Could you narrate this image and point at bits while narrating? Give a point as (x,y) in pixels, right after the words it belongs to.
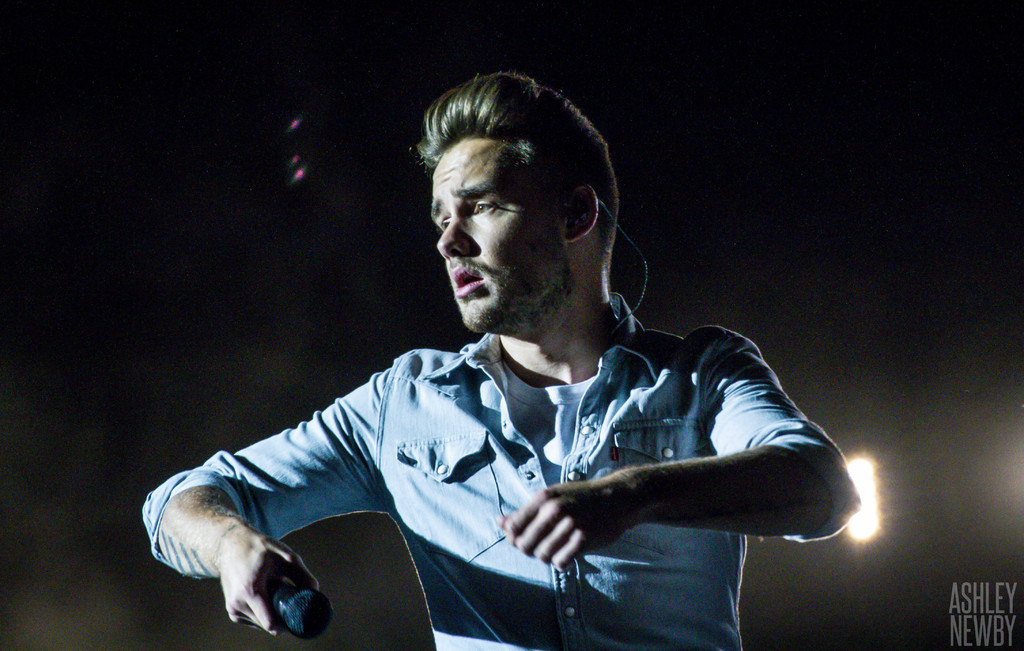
In this image there is man (548,525) he is holding mic (311,617). He is wearing a blue shirt (457,575).
